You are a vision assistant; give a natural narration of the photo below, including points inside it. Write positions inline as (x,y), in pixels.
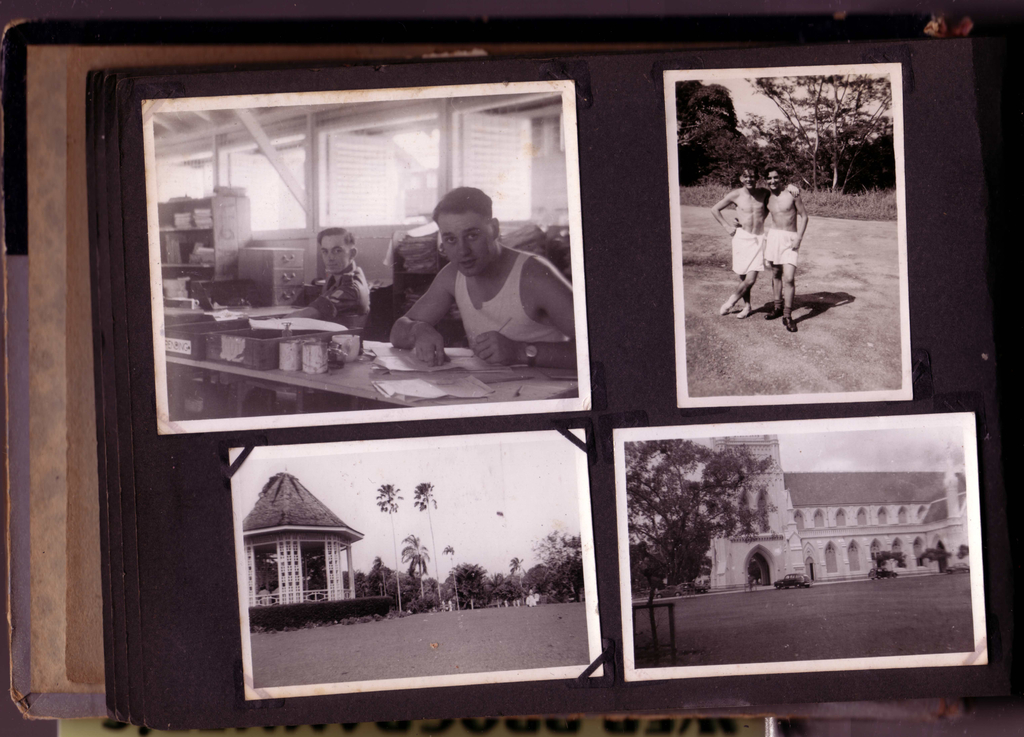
In this image we can see there are four black and white photos (369,148) on an album page (608,580), in the first image we can see there are two people (545,320) sitting behind a table (513,393), in the second image there are two people (796,201) posing for a picture, in the third and fourth pictures there are buildings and trees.
